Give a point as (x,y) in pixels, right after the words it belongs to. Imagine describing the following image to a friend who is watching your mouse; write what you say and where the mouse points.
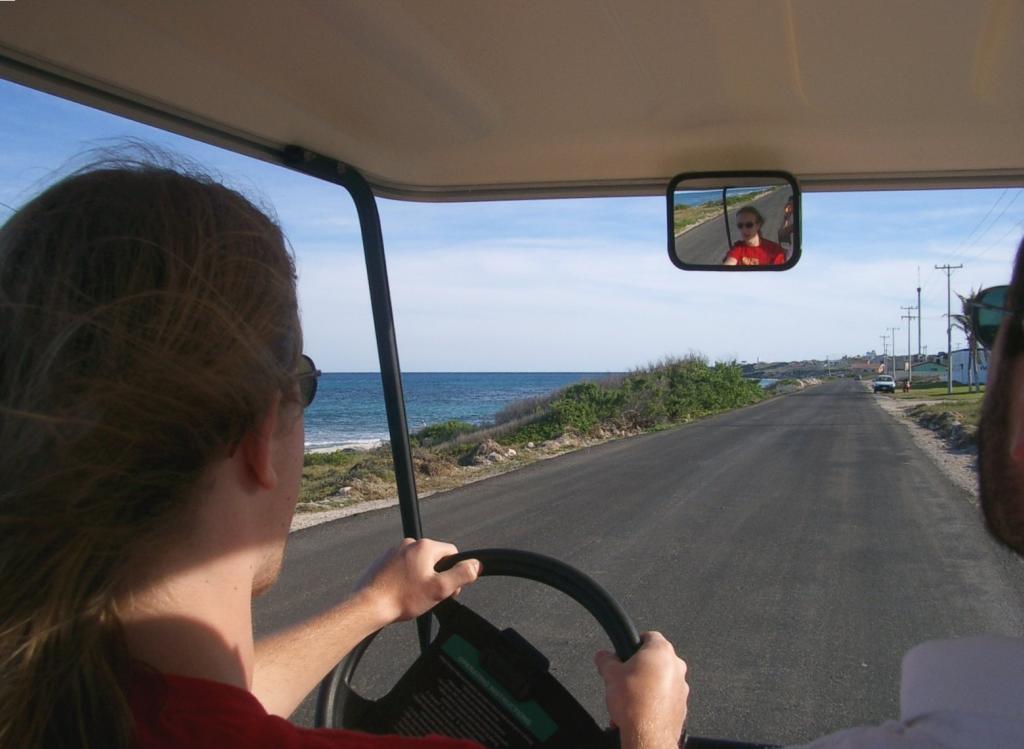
In this picture I can see a woman (300,639) riding the vehicle (447,680) on the roadside (459,450) there are some plants (435,465) and some water (465,404).
